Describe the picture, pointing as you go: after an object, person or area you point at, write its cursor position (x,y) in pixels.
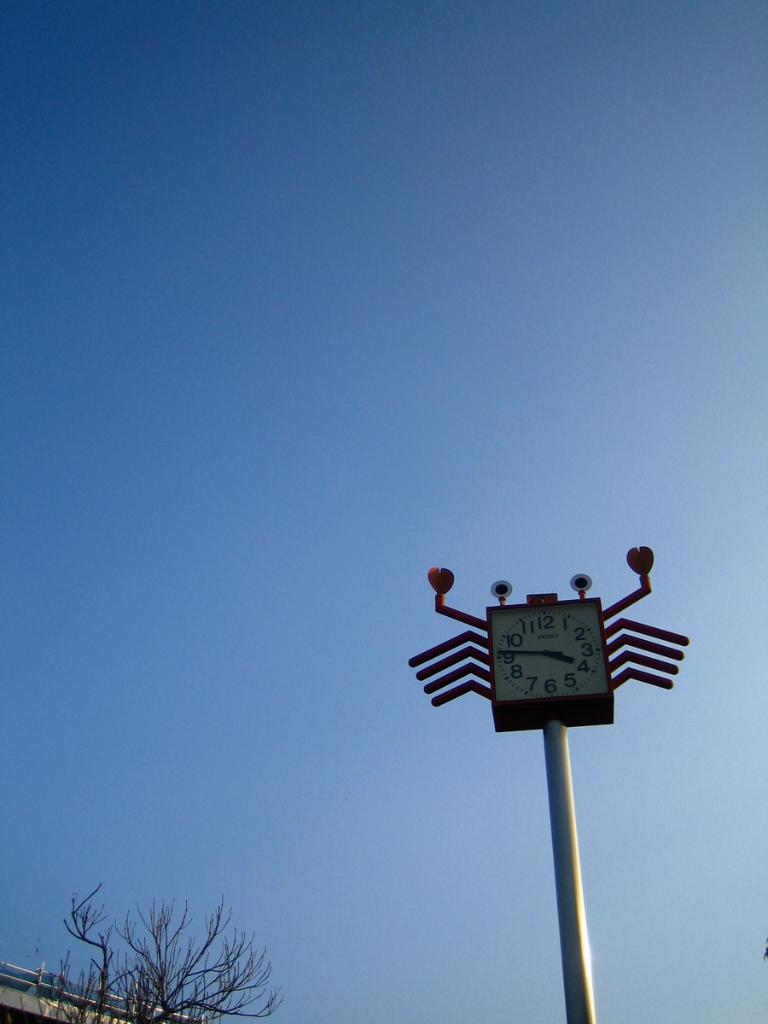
In this picture at the top (388,206) we see the sky (275,320) is blue. At the bottom we can see a pole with a clock (643,568).
